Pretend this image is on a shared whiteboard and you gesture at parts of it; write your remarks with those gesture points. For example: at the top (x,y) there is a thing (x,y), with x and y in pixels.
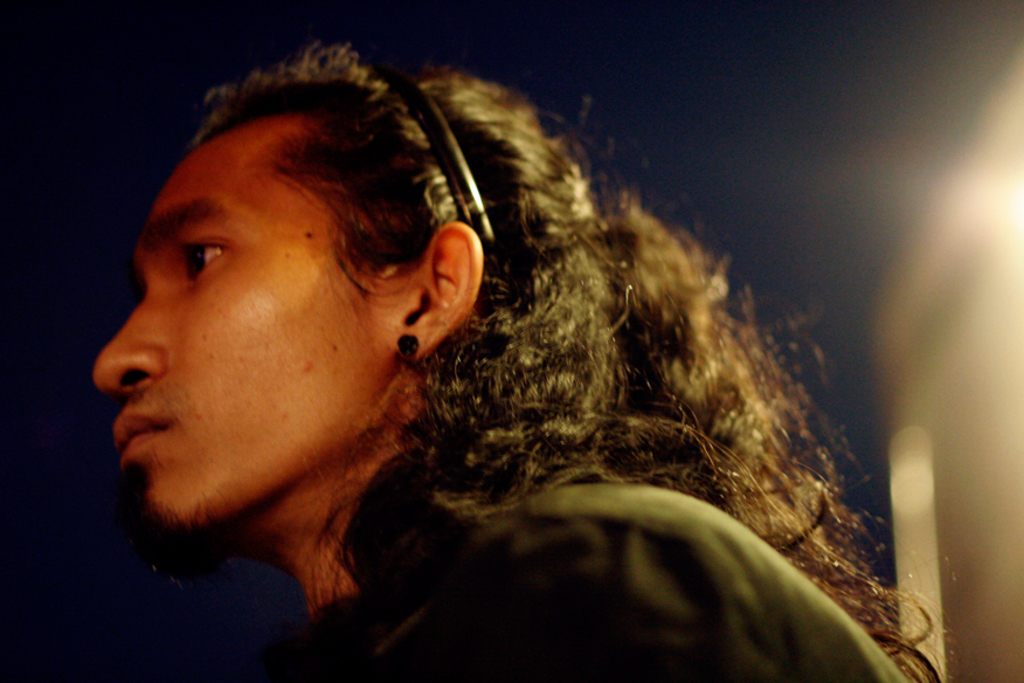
In the foreground of the image (123,430) there is a person (667,404) with long hair (502,219). In the background of the image (101,165) there is sky (639,91).
